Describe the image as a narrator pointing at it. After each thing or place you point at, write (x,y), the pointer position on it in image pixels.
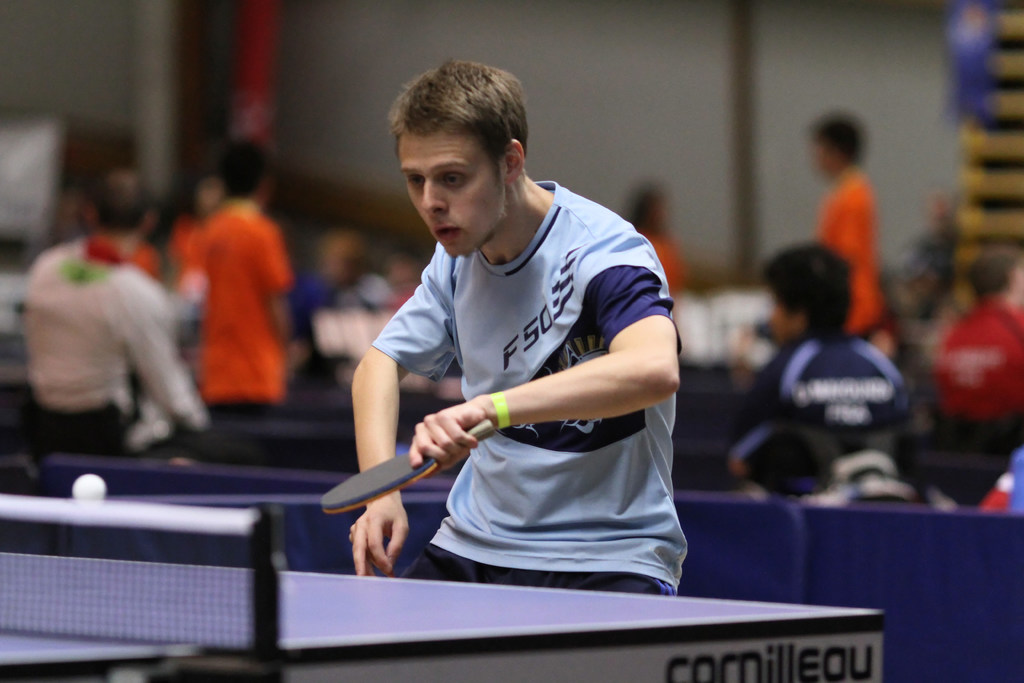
In this image I can see a person (537,326) playing game holding a bat (398,467). The person (363,470) is wearing blue shirt (570,463), at back (108,308) I can see few other persons (206,268) standing and some are sitting.
